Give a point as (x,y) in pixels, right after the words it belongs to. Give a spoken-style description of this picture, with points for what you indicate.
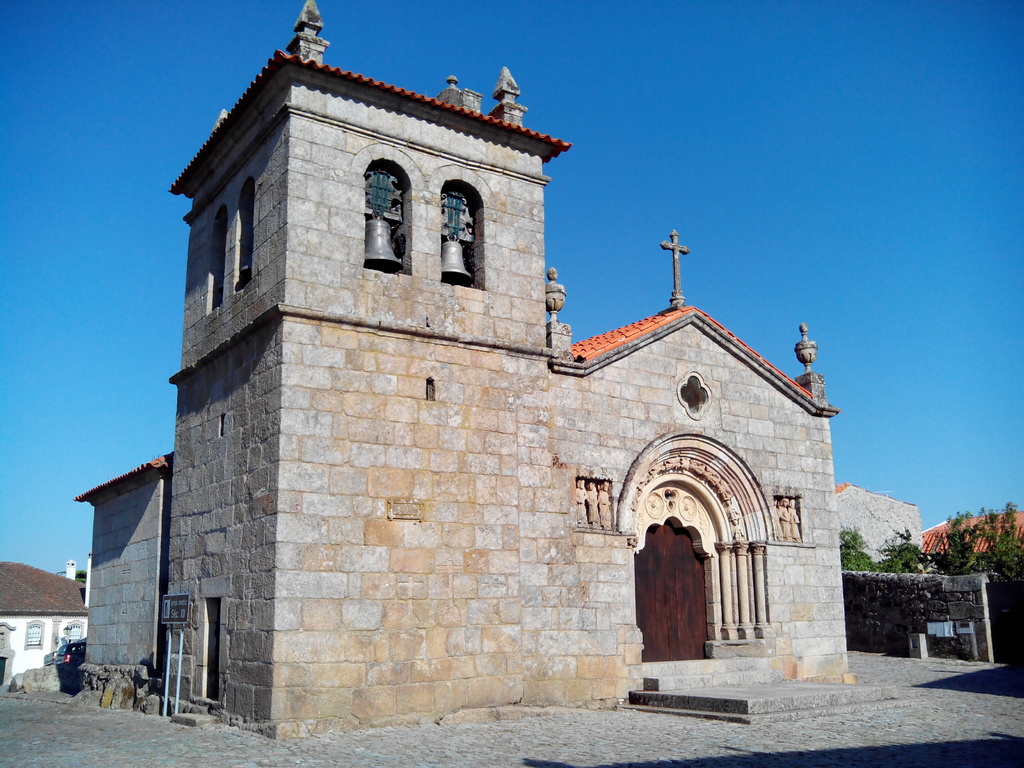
In the foreground of this image (809,589), there is a building (491,616) and a pavement (544,746). In the background (898,525), there are few houses (68,571), trees (962,564), wall (952,603) and the sky (776,147).
